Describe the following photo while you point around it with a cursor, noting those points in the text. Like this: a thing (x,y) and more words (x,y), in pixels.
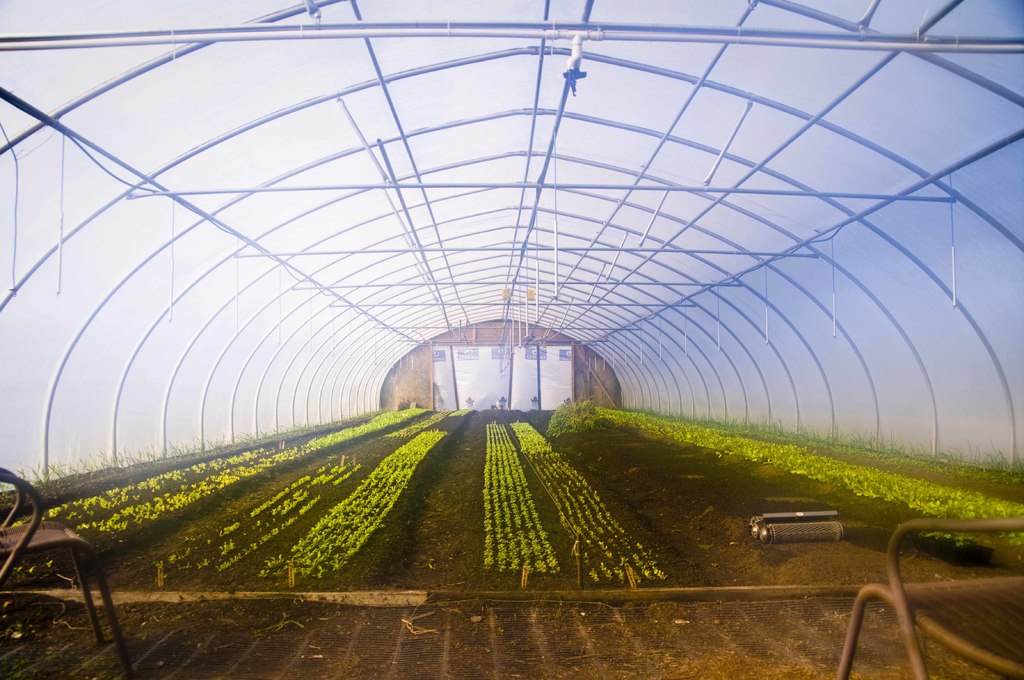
In this image we can see plants (395,455), iron bars (589,282) and wall (521,372).
